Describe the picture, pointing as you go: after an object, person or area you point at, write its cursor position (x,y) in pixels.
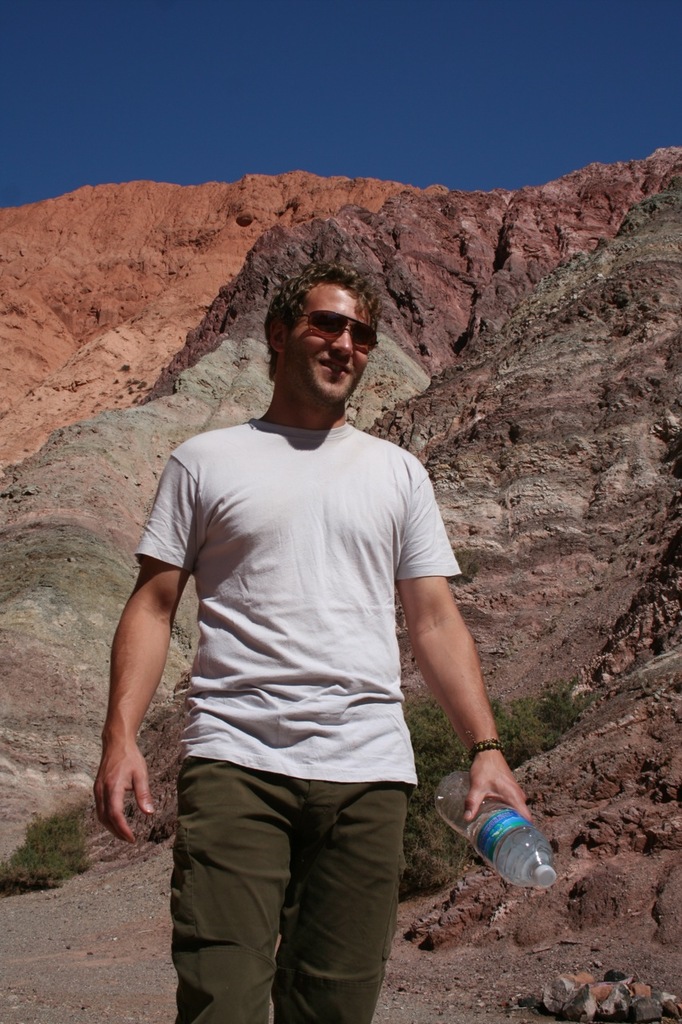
In this picture I can see a man (318,618) wore sunglasses (329,322) and he is holding a bottle (538,871) in his hand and I can see hills (100,215) on the back (9,126) and a blue sky (382,107).
